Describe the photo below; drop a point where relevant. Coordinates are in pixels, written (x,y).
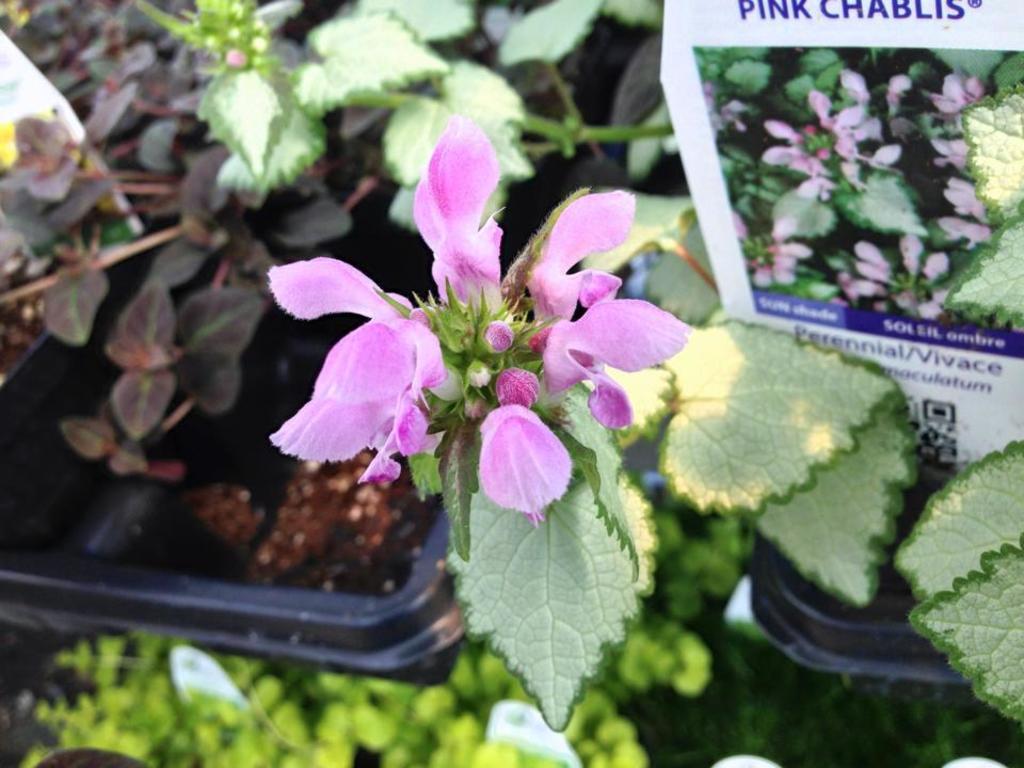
In the picture we can see some plants (505,431) to which flowers (385,411) are grown and are in pink color.
